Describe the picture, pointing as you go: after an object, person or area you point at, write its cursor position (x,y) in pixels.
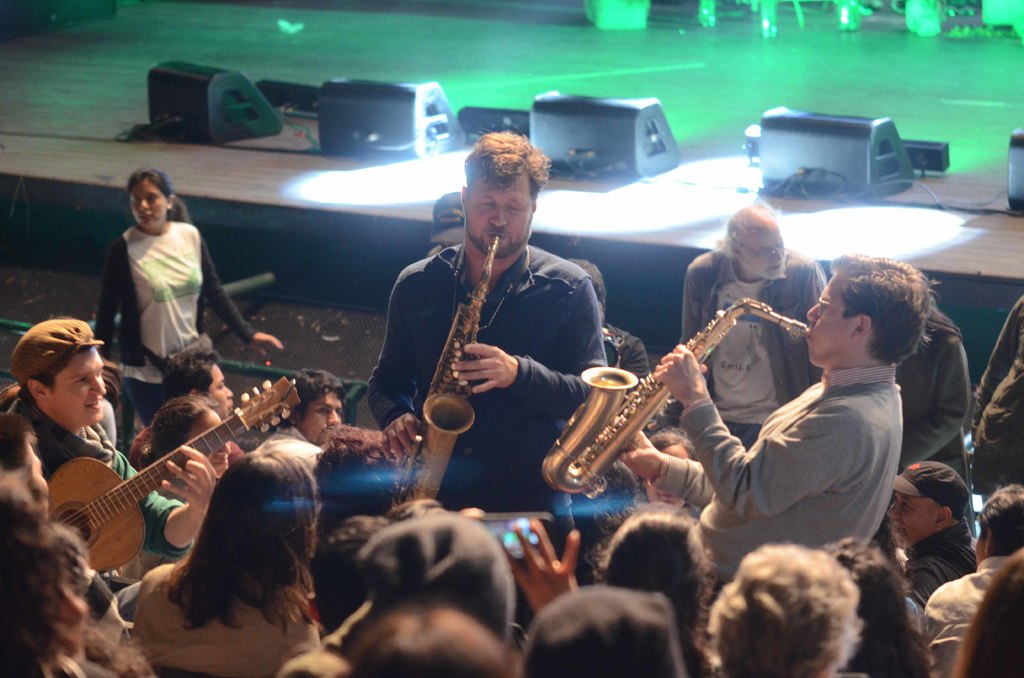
there are group of people (462,286) in the picture in which there are playing different musical instruments (436,396).
